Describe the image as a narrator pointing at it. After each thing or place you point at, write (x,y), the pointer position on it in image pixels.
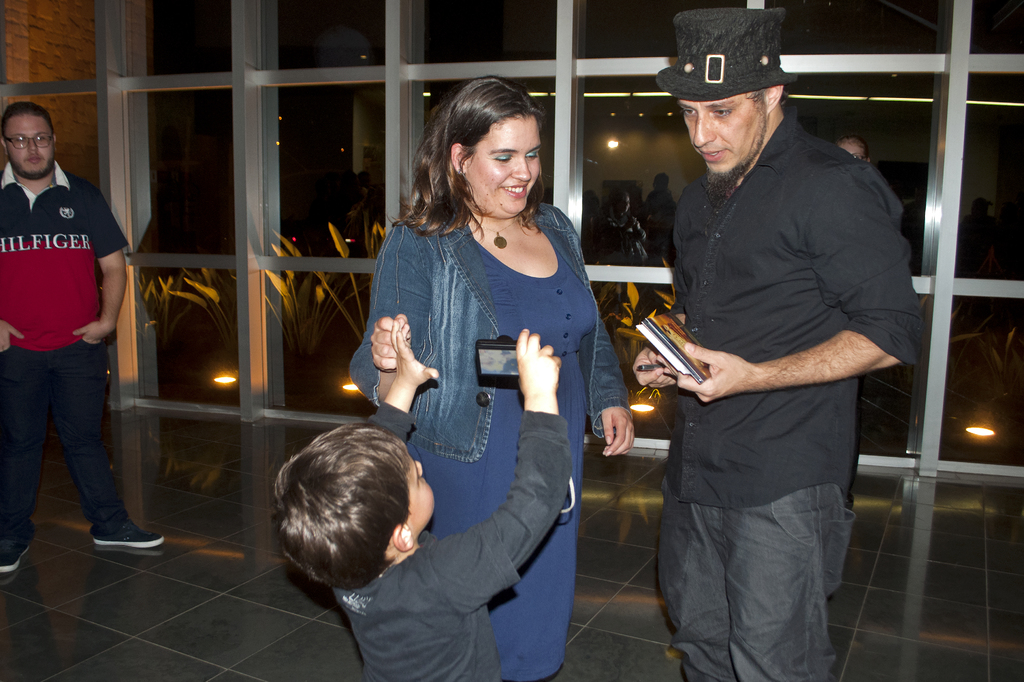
In this image there is a man (745,330) who is standing on the floor (613,639) by holding the books (674,351) and pens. He is on the right side (787,351). Beside him there is a woman (501,267). In front of them there is a kid (455,562) who is holding the camera (497,352). On the left side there is a man (55,305) who is standing on the floor (91,596). In the background (352,71) there are iron rods (240,124) and glass (179,192) in between them. At the bottom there are lights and plants (193,281).
